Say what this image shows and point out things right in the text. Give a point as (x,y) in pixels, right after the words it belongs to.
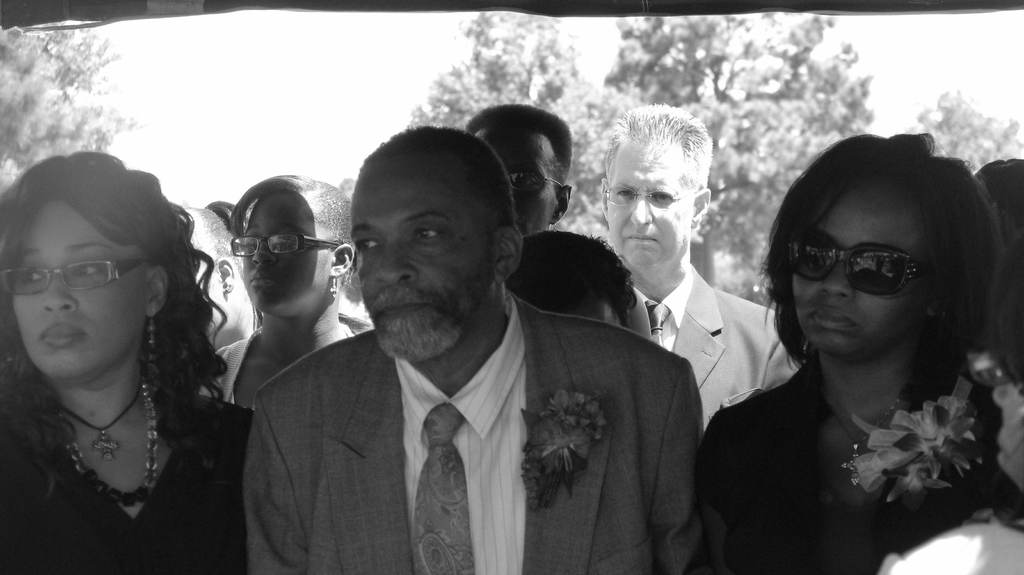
In this image I can see a group of people (891,327) are standing on the ground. In the background (241,140) I can see trees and the sky (231,96). This image is taken may be during a day.
